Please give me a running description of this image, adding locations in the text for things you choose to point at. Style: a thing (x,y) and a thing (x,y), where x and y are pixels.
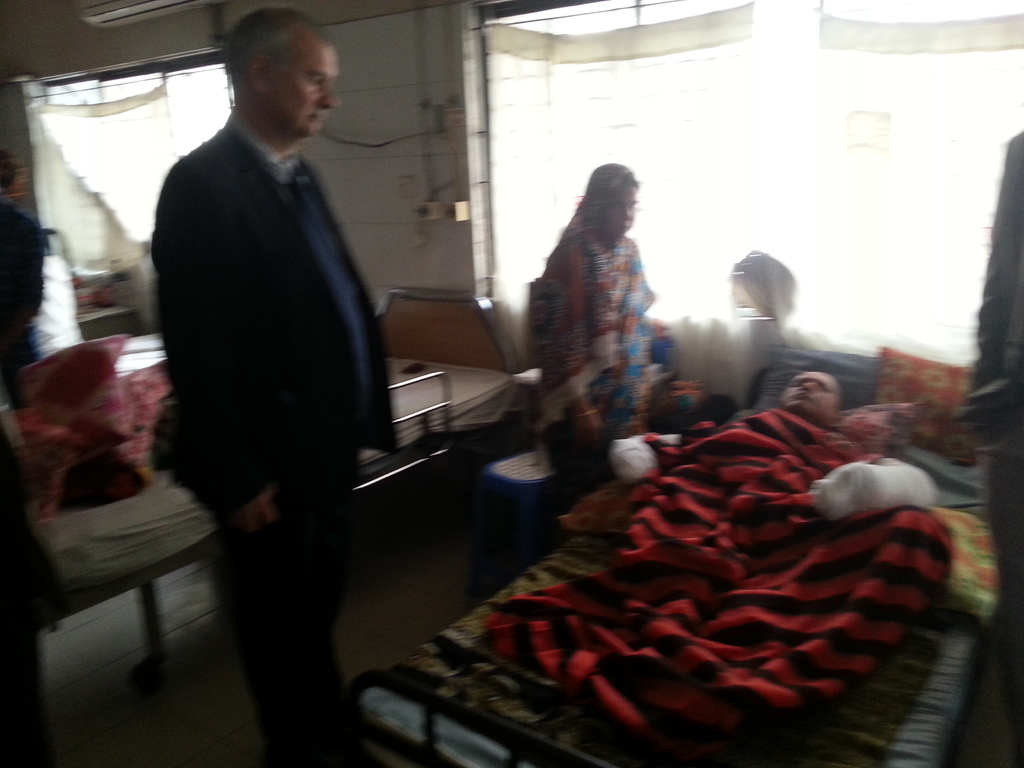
In this image I can see few beds (37,512) and few people (542,368). On the right side of this image (740,411) I can see a person (792,431) on one bed (589,498). I can also see this image is little bit blurry.
